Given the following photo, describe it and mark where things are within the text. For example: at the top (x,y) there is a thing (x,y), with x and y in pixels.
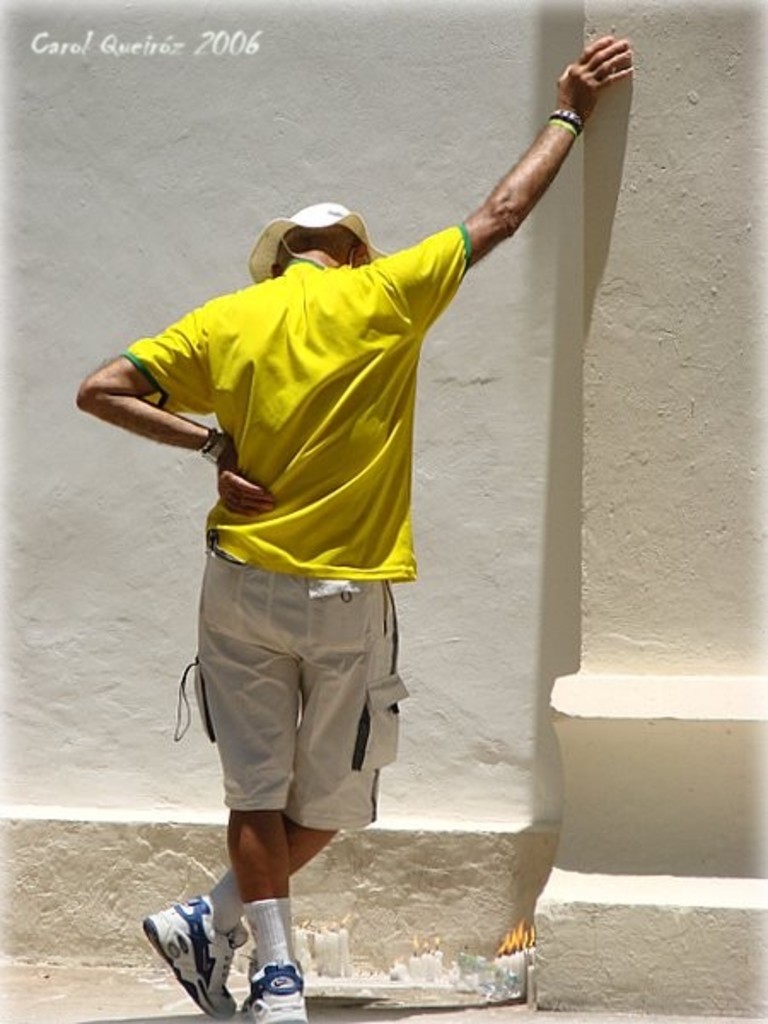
In the top left corner of the picture (211,53) we can see there is something written. In this picture we can see the wall (34,711) and a pillar (668,329). We can see a man (361,242) wearing yellow t-shirt (336,295) and a hat (324,223). He kept his hand (576,93) on a pillar (634,53). At the bottom portion of the picture (522,968) we can see the burning candles (532,972).
